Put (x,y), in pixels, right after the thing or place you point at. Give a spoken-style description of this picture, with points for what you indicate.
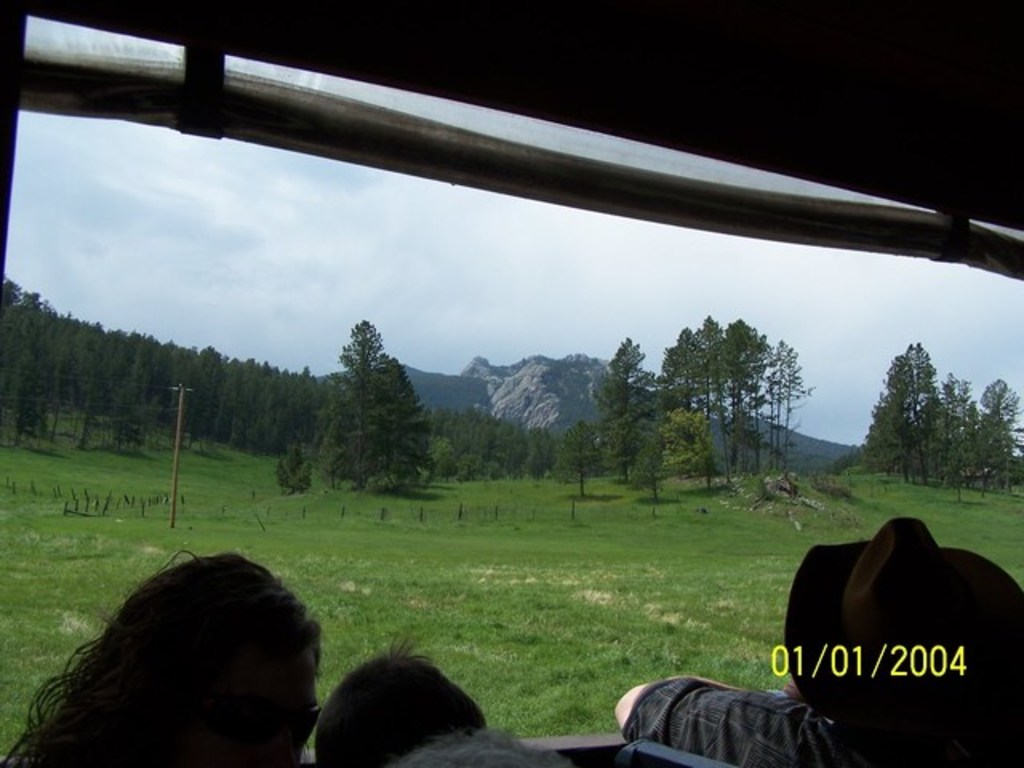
In this picture I can observe some grass (377,568) on the ground (358,628) in the middle of the picture (349,511). In the bottom of the picture (471,730) I can observe three members (471,727). In the background (263,394) there are trees (114,385), hills (425,379) and some clouds (364,277) in the sky (364,277).
